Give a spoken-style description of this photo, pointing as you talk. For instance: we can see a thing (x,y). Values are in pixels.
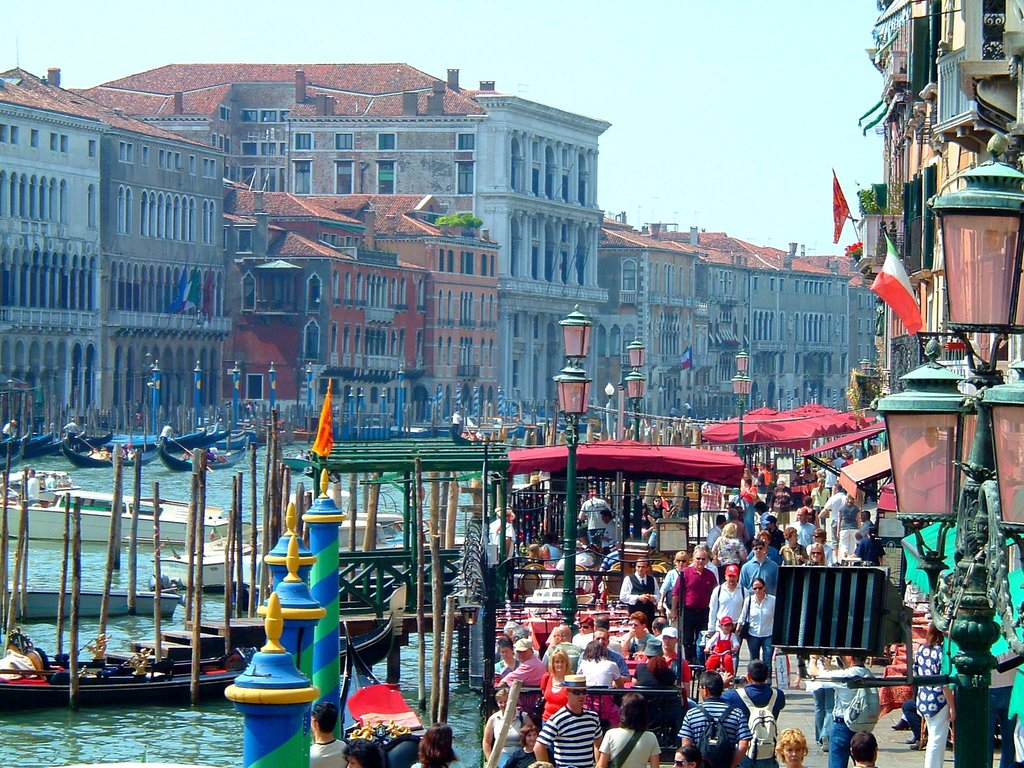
In this image I can see the group of people (711,621) are walking to the side of the water (86,717). These people (627,643) are wearing the different color dresses (689,595) and few people (659,684) with bags (751,732) and caps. On the water (46,623) I can see many boats (212,537). I can also see some light poles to the side of these people (691,729). In the background (372,284) I can see the building (620,263) and the sky (513,65).
